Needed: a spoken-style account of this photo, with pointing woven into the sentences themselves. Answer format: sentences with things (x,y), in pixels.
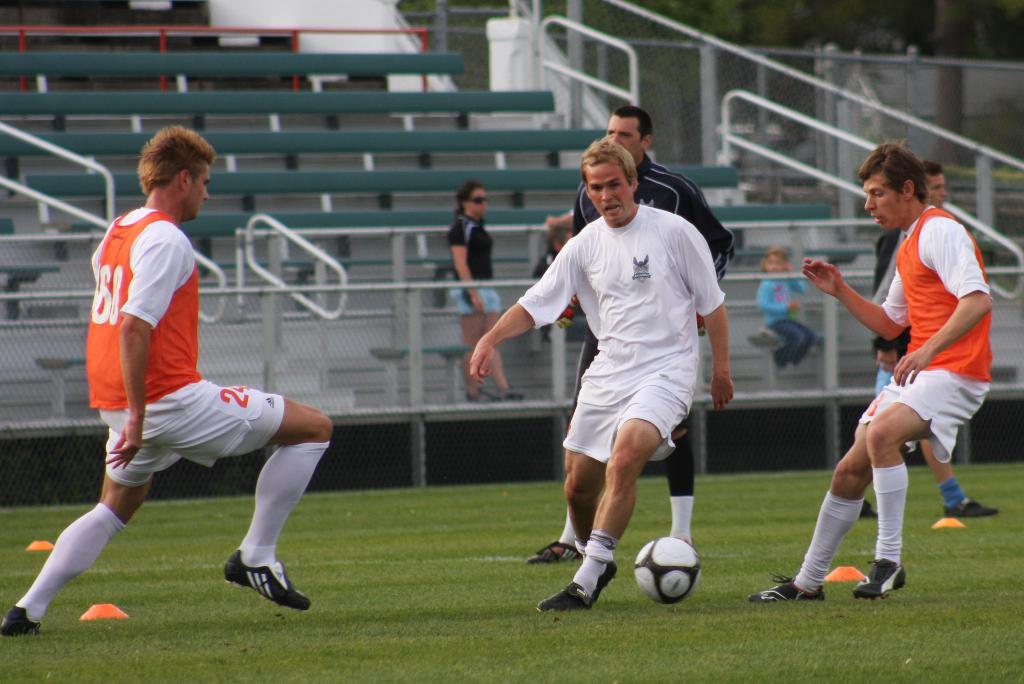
This is the picture of a field (313,634) on which there are three sports people (609,382) playing with a ball (640,567).
